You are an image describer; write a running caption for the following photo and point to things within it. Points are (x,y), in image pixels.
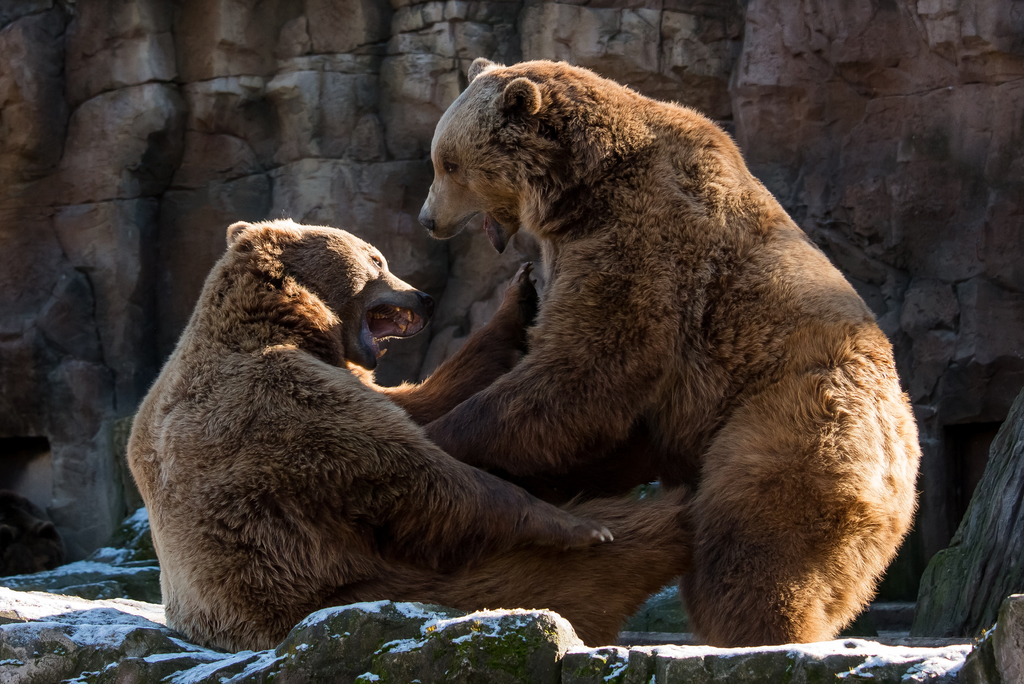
In this image we can see two bears (482,465) on the surface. We can also see some stones (464,651) and the rock (140,396).
